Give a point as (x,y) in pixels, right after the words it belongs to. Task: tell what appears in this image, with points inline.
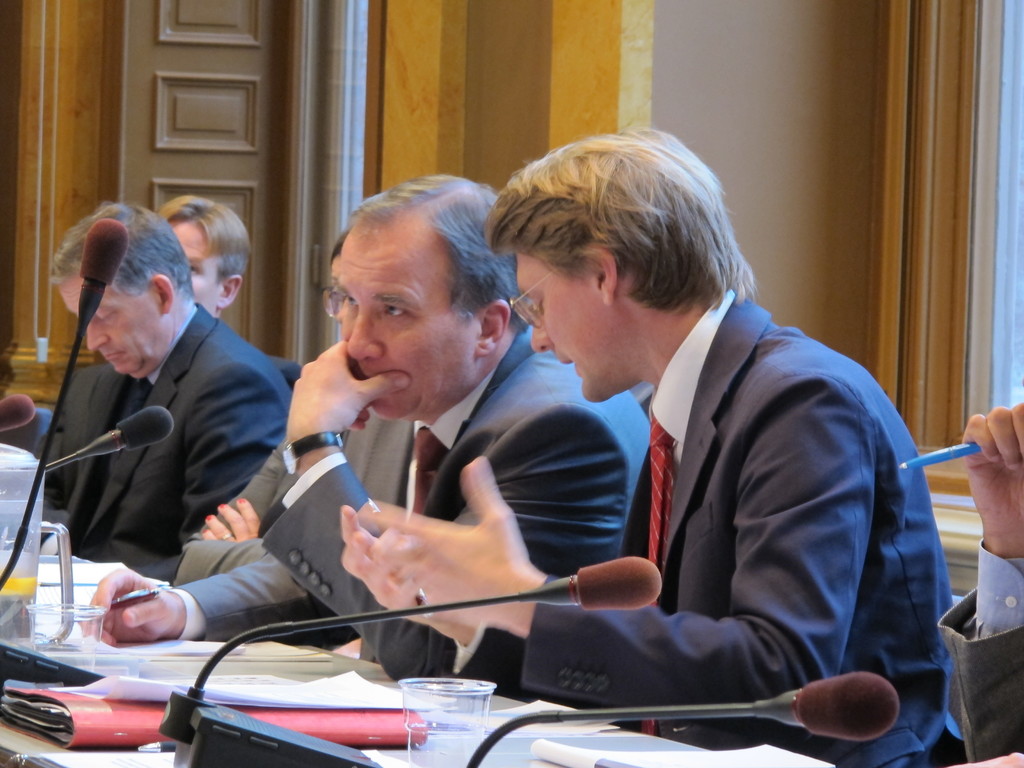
Here we can see people (227,506). These people (525,492) wore suits (810,546). On this table (17,591) there are papers (270,679), glasses (55,629), file (69,703) and mics (98,293). Background (602,97) there is a wall (582,132) and door (236,109). This person (1009,623) is holding a pen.
